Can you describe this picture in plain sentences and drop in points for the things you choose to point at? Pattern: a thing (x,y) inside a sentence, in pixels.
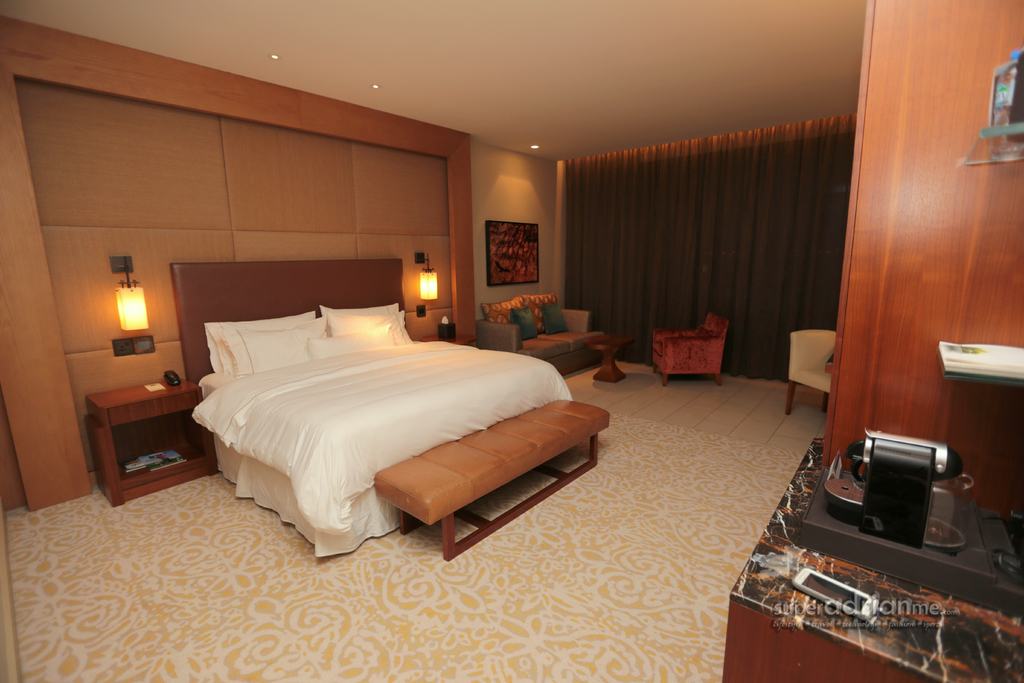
In this picture I can see a bed (341,400) with blankets (361,393) and pillows (398,338), there are chairs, lights (420,272), there is a frame (528,243) attached to the wall (422,128), there is a couch (557,343), there are some objects (981,345) on the tables (906,596) and on the glass shelves (1009,380), there is a carpet (732,526), there is a mobile (807,584) on the table (938,619), and there is a watermark (921,607) on the image.
